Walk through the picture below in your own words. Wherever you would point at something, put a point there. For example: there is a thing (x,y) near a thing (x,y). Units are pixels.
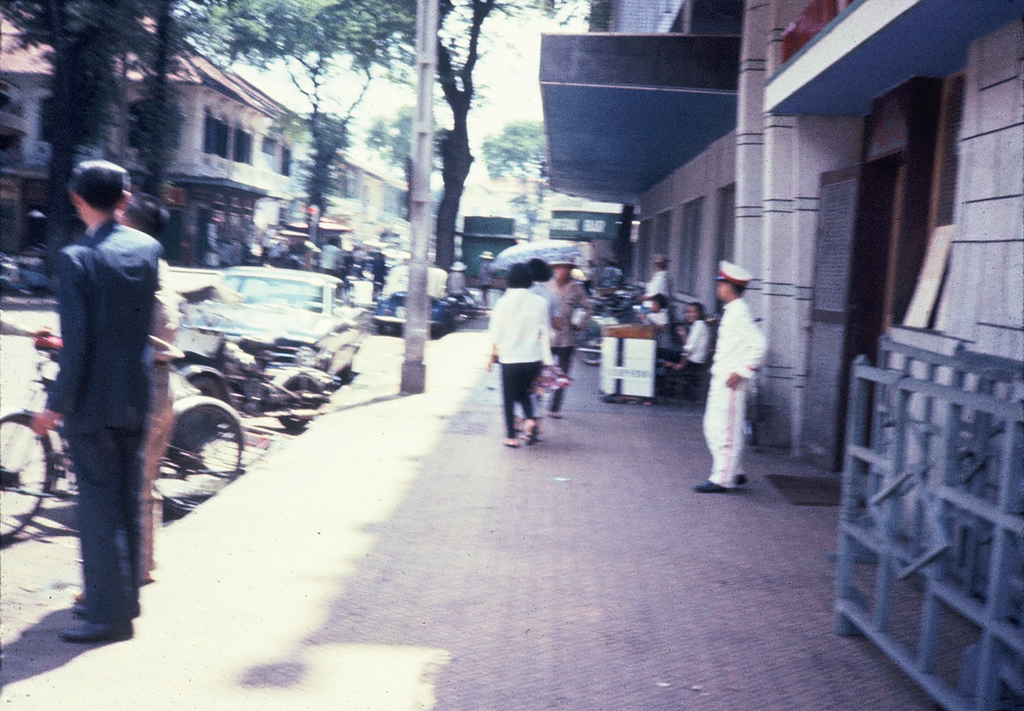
In this image we can see the vehicles (432,315) and some people (121,524) on the road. We can also see a group of people (122,391) on the footpath (546,491), a pole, a container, some buildings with windows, a group of trees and the sky (489,88). On the right bottom (906,477) we can see some metal gates (852,465) which are placed beside a wall (826,383).
